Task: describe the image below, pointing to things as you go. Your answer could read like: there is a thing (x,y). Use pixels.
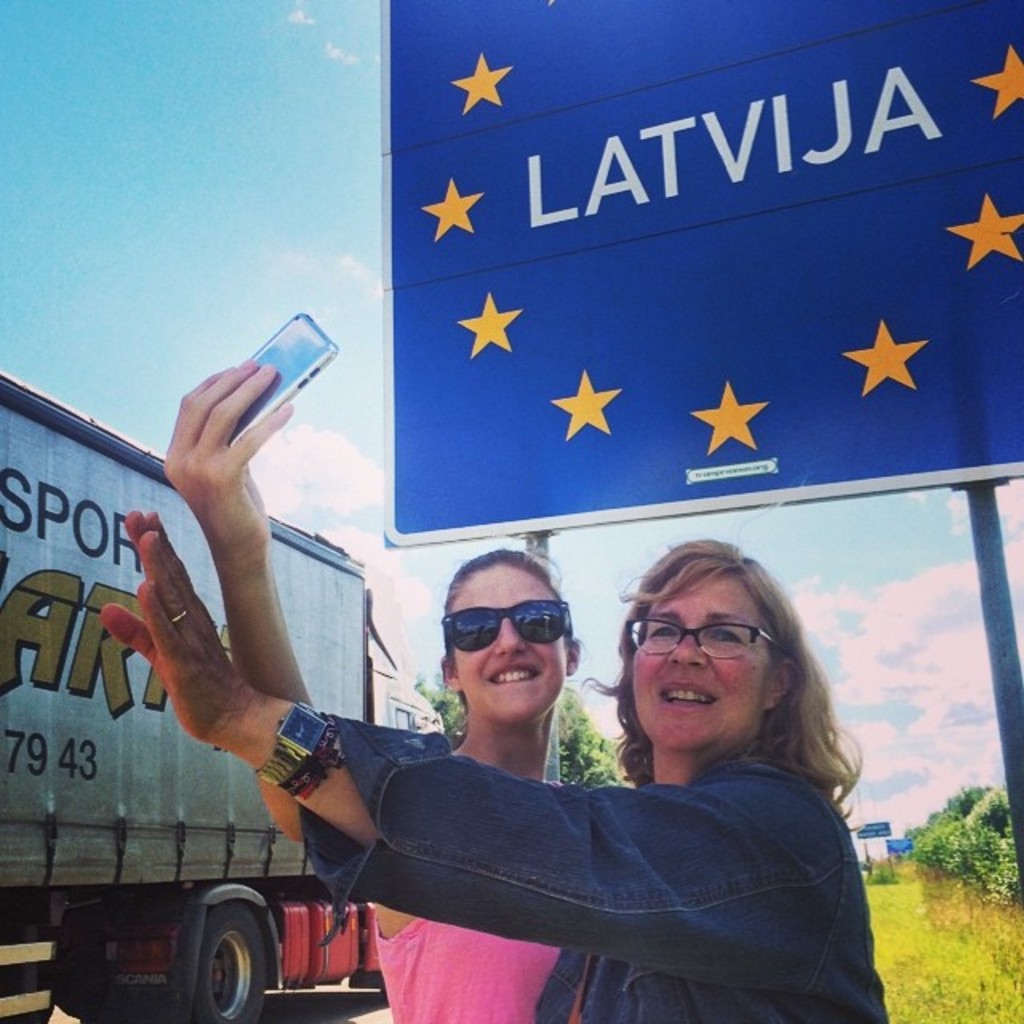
In this image i can see two women (637,691) standing and laughing, the women (513,714) here is holding a mobile (300,383), at the back ground (702,320) i can see a banner (728,316), and a vehicle (359,604), a tree (571,747) and a sky (210,139).
